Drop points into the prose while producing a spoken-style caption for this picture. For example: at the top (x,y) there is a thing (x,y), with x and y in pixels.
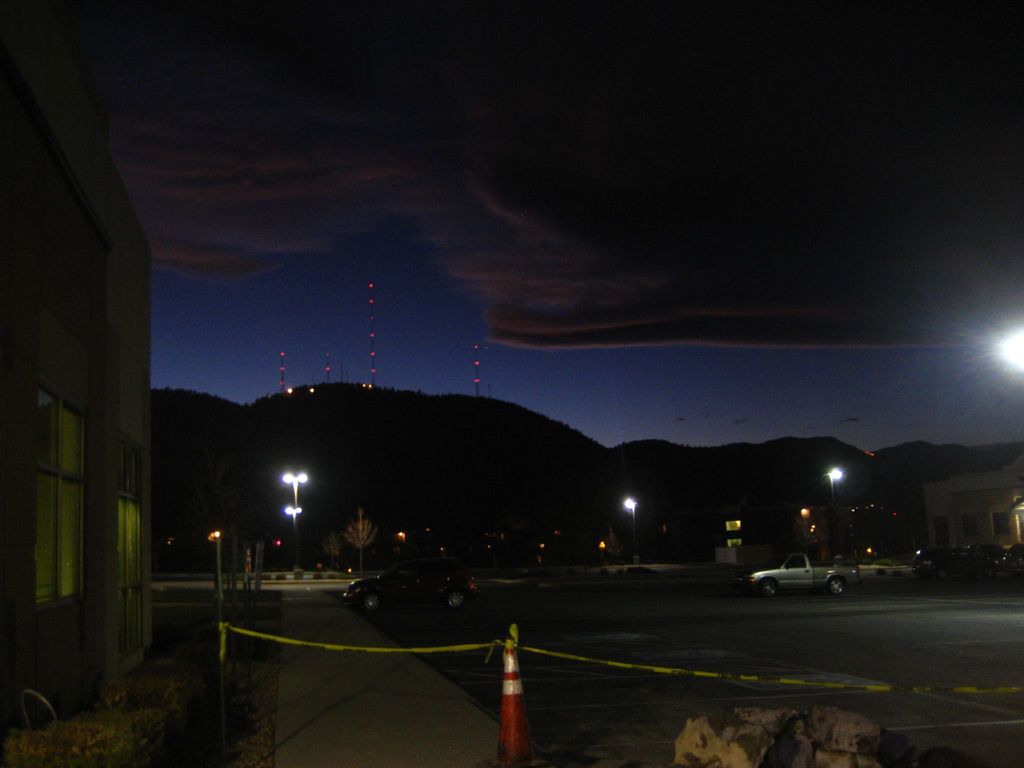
In the image we can see an outside view. In the foreground of the image (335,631) we can see some cars (432,588) parked on the ground (598,719). To the left side of the image (136,531) we can see a building (29,539) with windows (75,550). In the background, we can see a group of poles (298,492), lights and sky (561,327).
